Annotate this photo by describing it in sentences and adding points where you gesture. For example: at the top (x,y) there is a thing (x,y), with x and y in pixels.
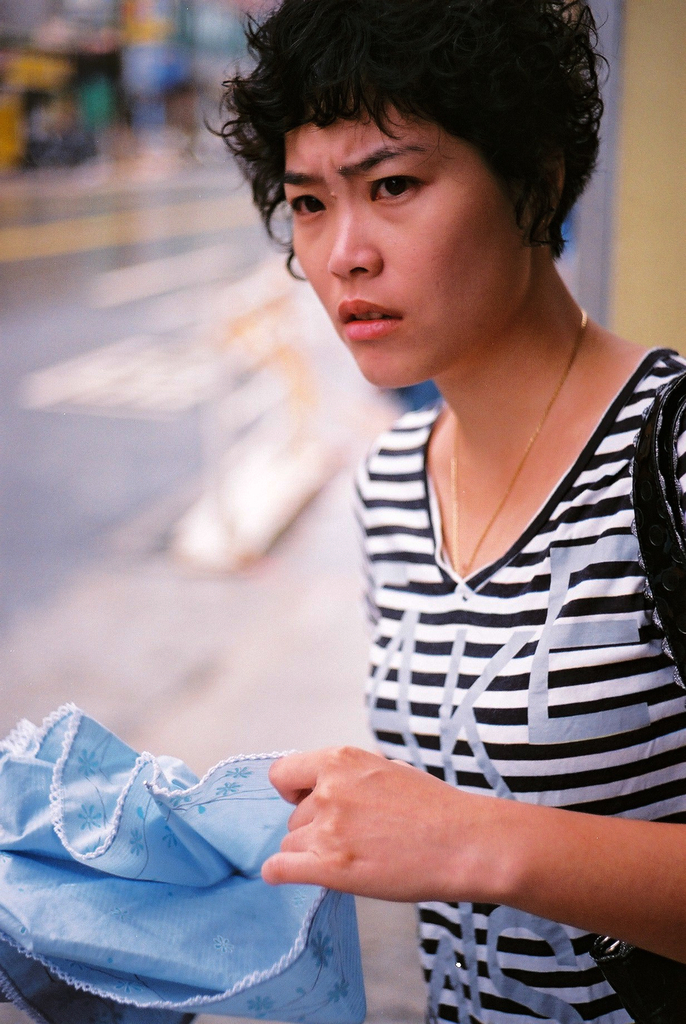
On the right side (558,161), there is a woman (546,372) in a t-shirt (567,597), wearing a handbag (669,621) and holding a cloth (277,916). And the background (657,4) is blurred.
